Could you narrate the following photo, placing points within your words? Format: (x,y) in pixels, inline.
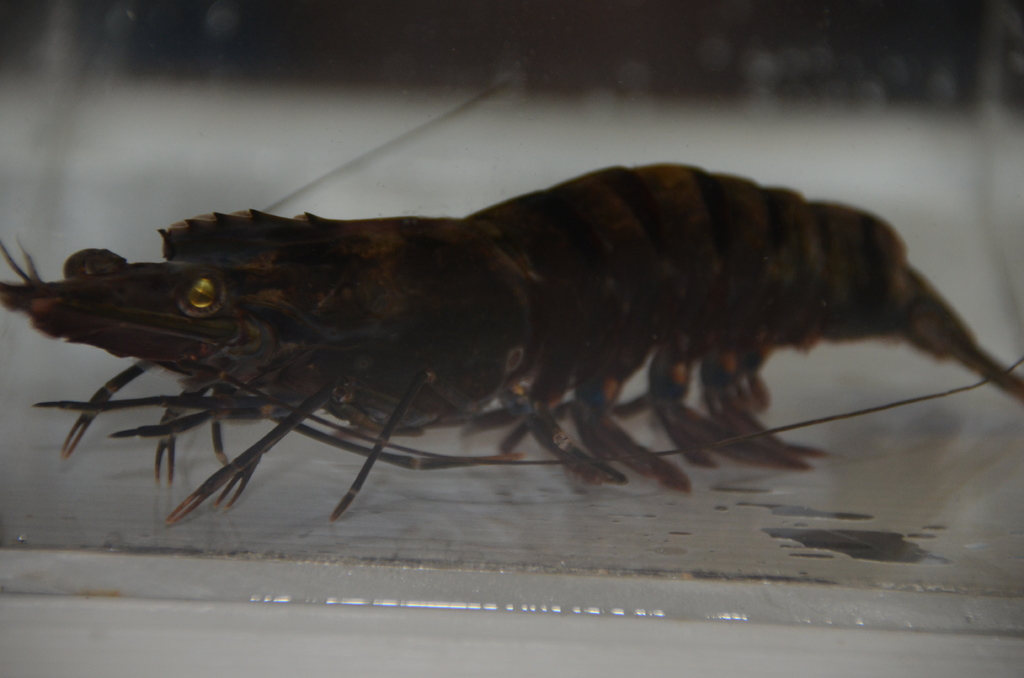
In this picture we can see a shrimp (480,302) on an object (427,556).
